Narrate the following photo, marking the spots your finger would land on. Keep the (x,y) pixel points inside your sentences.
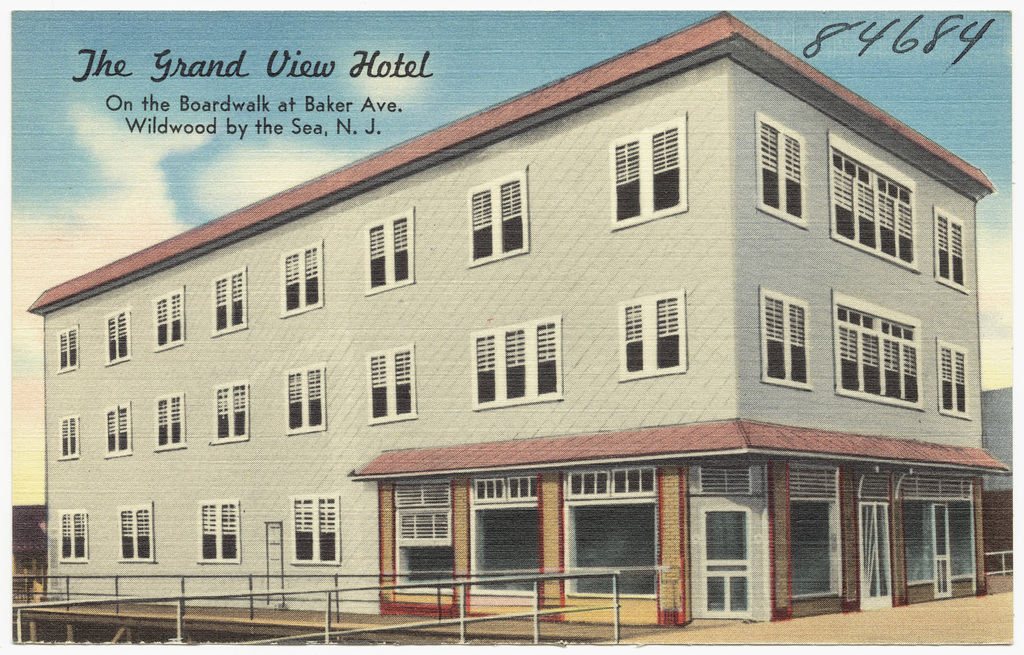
This is an animated image where we can see fencing (441,623), building (361,426) and the blue color sky (958,103) with clouds (144,214). At the top of the image (302,53) some text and numbers (872,46) are written.
